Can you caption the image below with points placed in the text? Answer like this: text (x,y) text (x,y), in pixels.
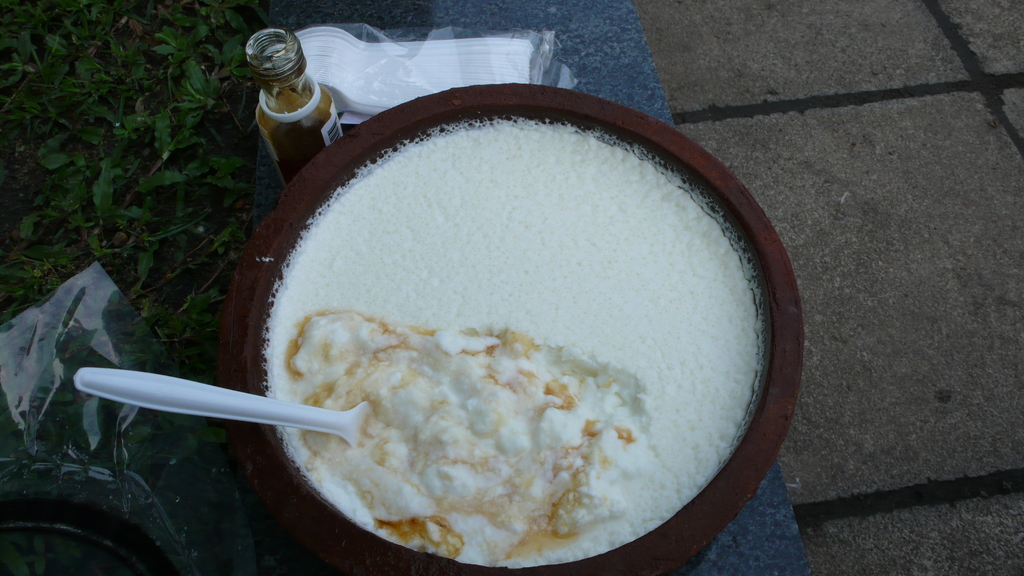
This image consist of food (500,323) which is in the center (497,329). On the left side (111,149) there's grass (100,156) on the ground (113,132). On the top (284,132) there is a bottle (296,114) and there is a packet (474,64) with white colour object (428,69) inside it.
